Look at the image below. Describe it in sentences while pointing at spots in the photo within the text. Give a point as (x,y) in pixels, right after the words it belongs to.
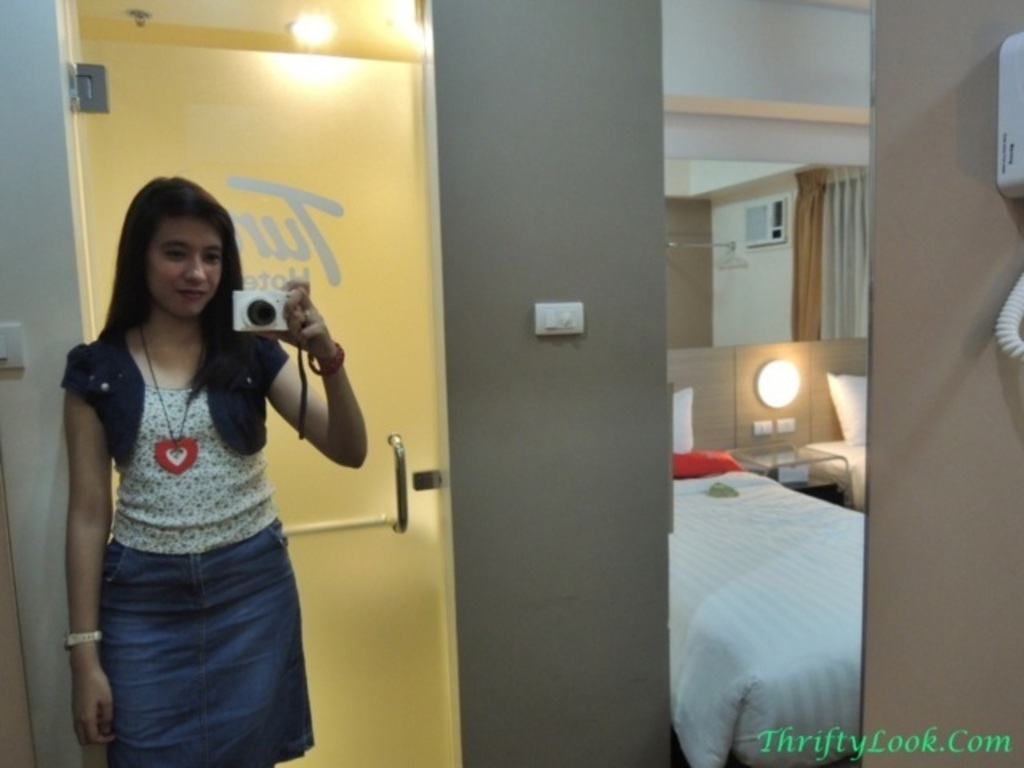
This picture is taken inside the room (914,593). In this image, on the left side (332,454), we can see a woman (238,431) standing and holding a camera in her hand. On the right side (1002,45), we can see an electronic instrument (1011,186) which is attached to a wall (997,189). On right side (778,623), we can also see a bed (756,636) and two pillows (720,469) and white color blanket (726,617), mirror (749,270), in the mirror (751,249), we can see air conditioner (782,218), curtains (818,278). On the right side of the image (864,445), we can also see another bed (855,471). In the bed (860,390), we can see pillows (864,417) and a table (815,470). In the background (399,285), we can see a switchboard (580,316) and a door (386,221) which is closed.
